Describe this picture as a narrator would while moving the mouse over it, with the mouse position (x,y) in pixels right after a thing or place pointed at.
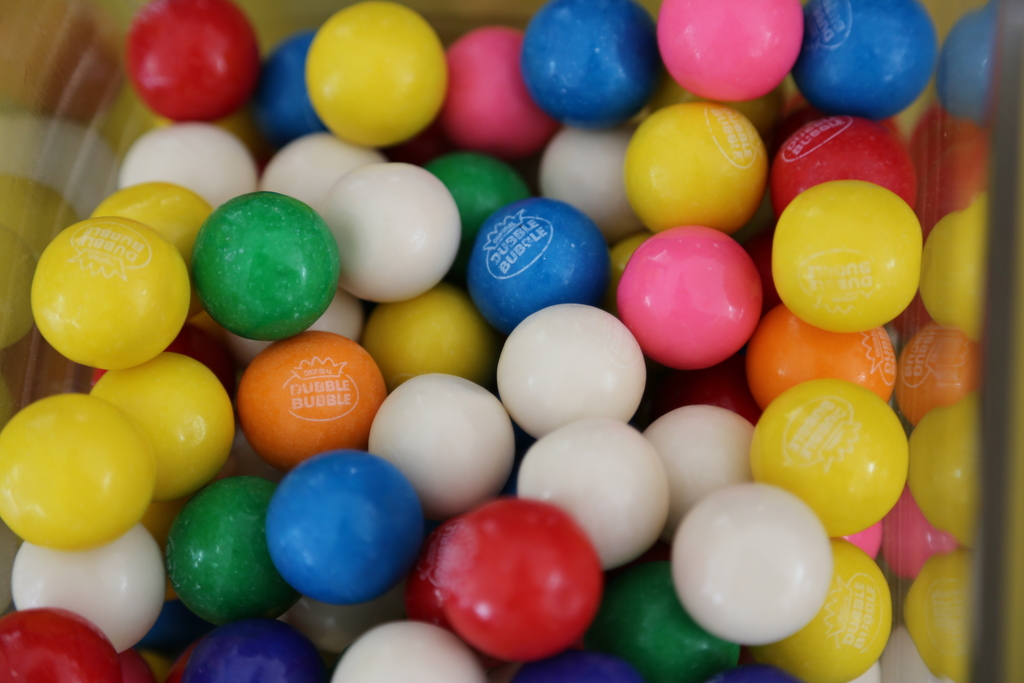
In this image I can see some colorful candies (429,369) in a glass object (75,135).
